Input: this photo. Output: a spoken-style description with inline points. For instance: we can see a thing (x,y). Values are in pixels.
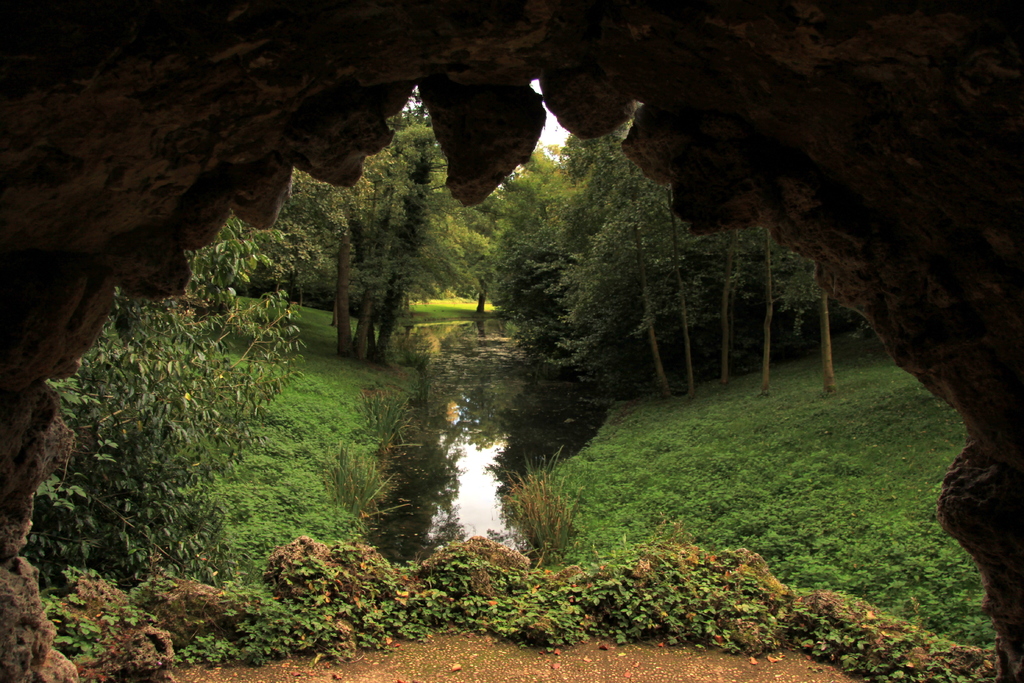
As we can see in the image there is grass (658,471), plants (614,572) and trees (342,276).
